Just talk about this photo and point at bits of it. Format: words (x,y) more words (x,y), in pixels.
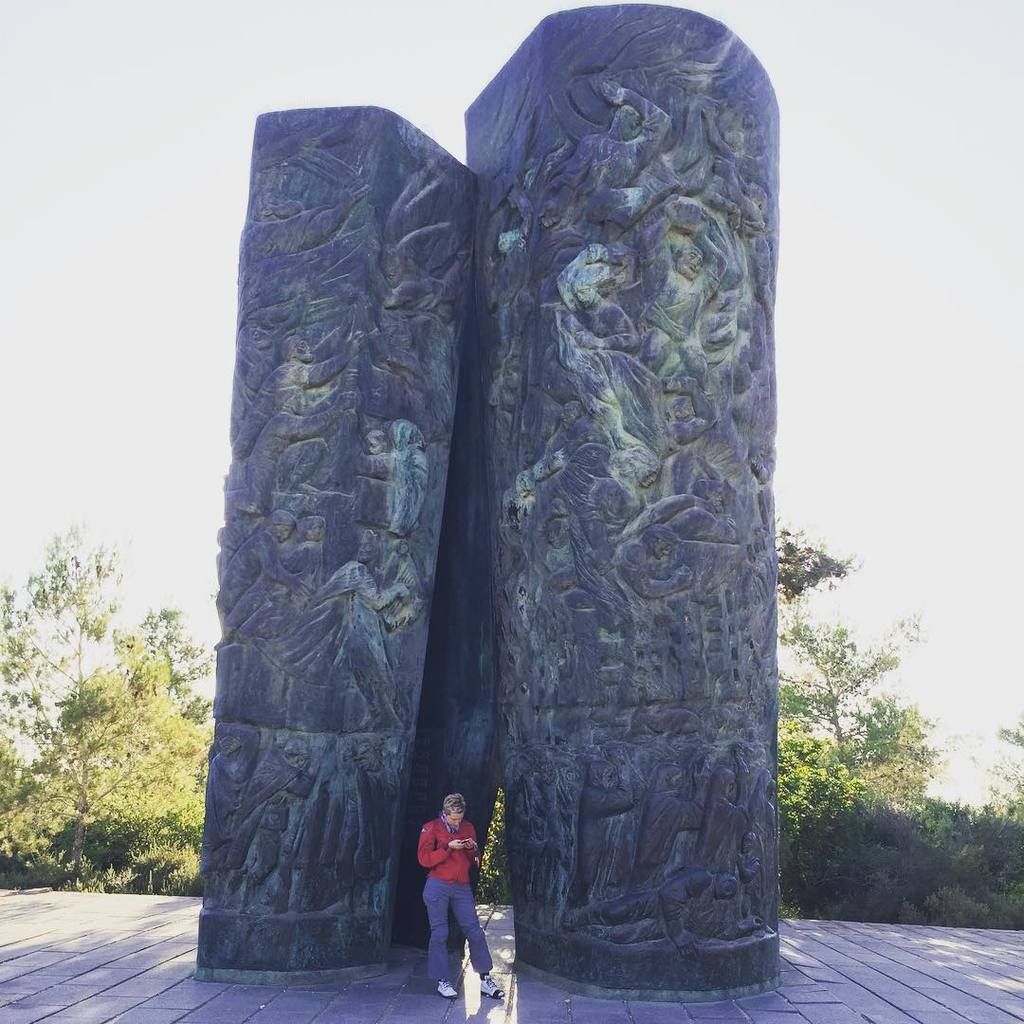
This picture is clicked outside. In the center (539,520) there is a person (460,860) standing on the ground (536,1014) and we can see there are some objects (603,362). In the background (921,171) there is a sky (919,407), trees (810,840) and plants (956,875).
